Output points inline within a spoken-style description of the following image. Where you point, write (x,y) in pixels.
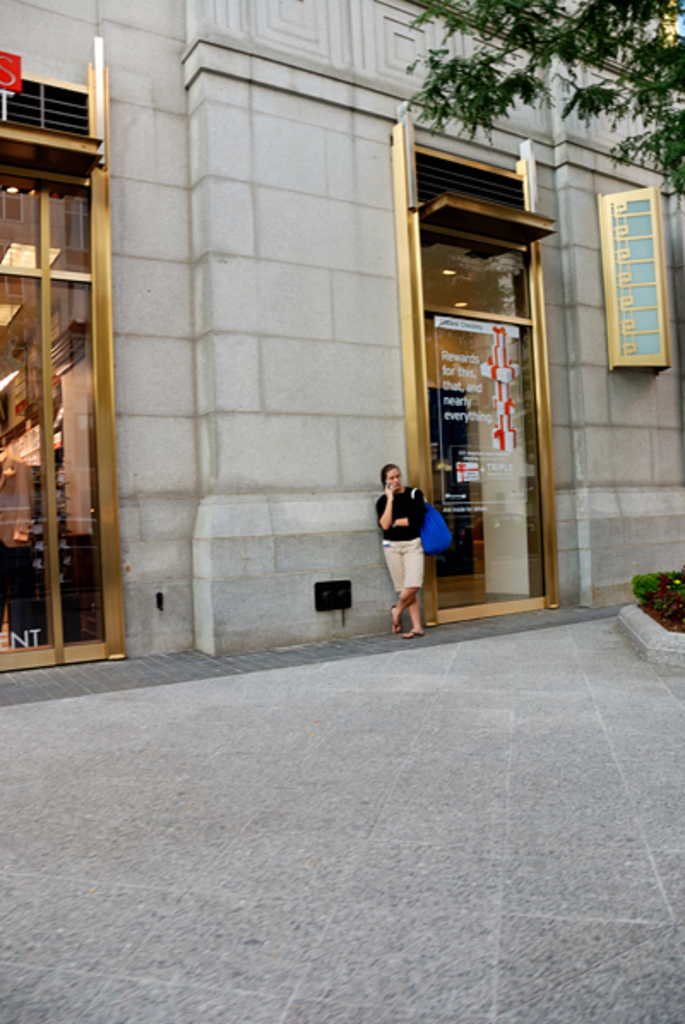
There is a building (254,171) with brick wall (261,222) and glass doors (56,485). On the doors (484,413) something is written. Also there is a person (417,520) standing and holding a bag (434,524) near to the building (376,582). On the right side (587,87) corner we can see a branch (597,91) of a tree (647,74).
